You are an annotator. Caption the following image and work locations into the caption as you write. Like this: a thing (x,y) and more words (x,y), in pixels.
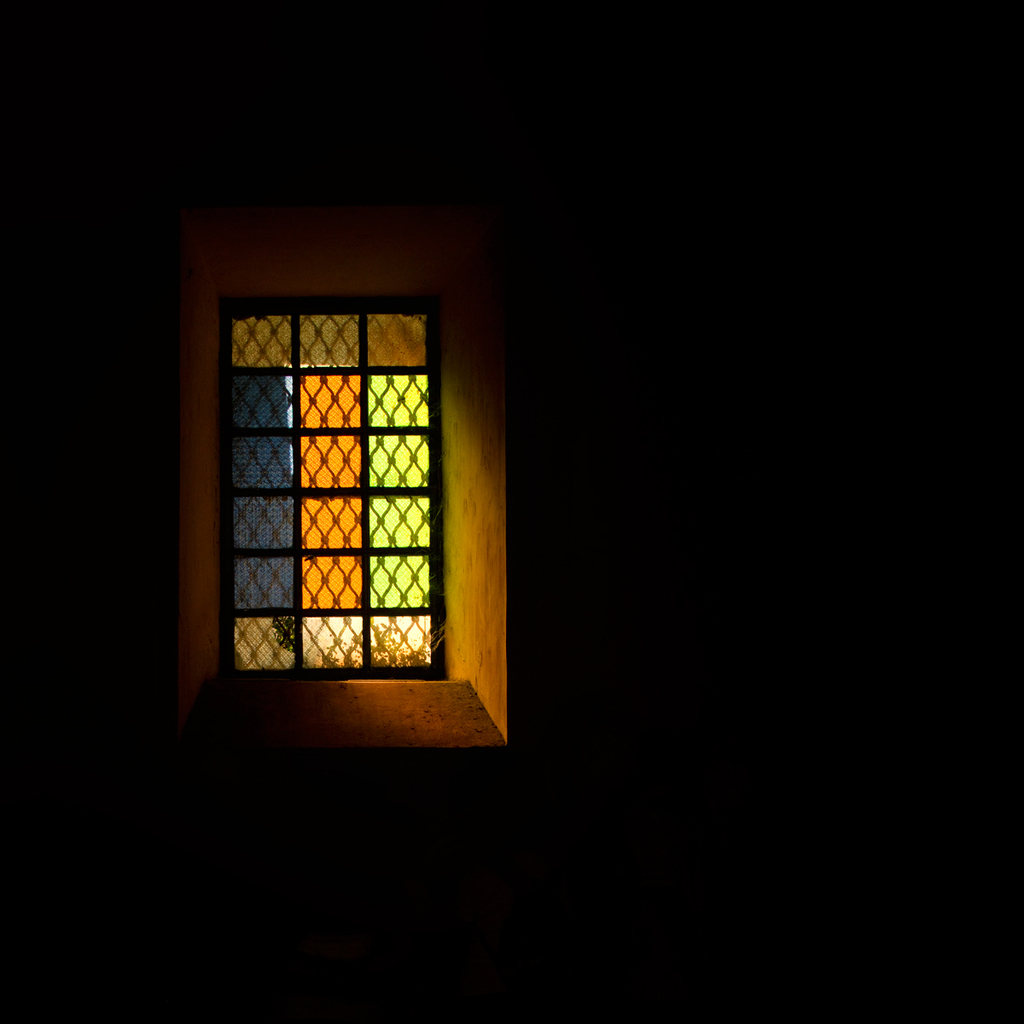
In the image there is a window (291,374) and around the window (317,360) the surface (244,753) is very dark.
